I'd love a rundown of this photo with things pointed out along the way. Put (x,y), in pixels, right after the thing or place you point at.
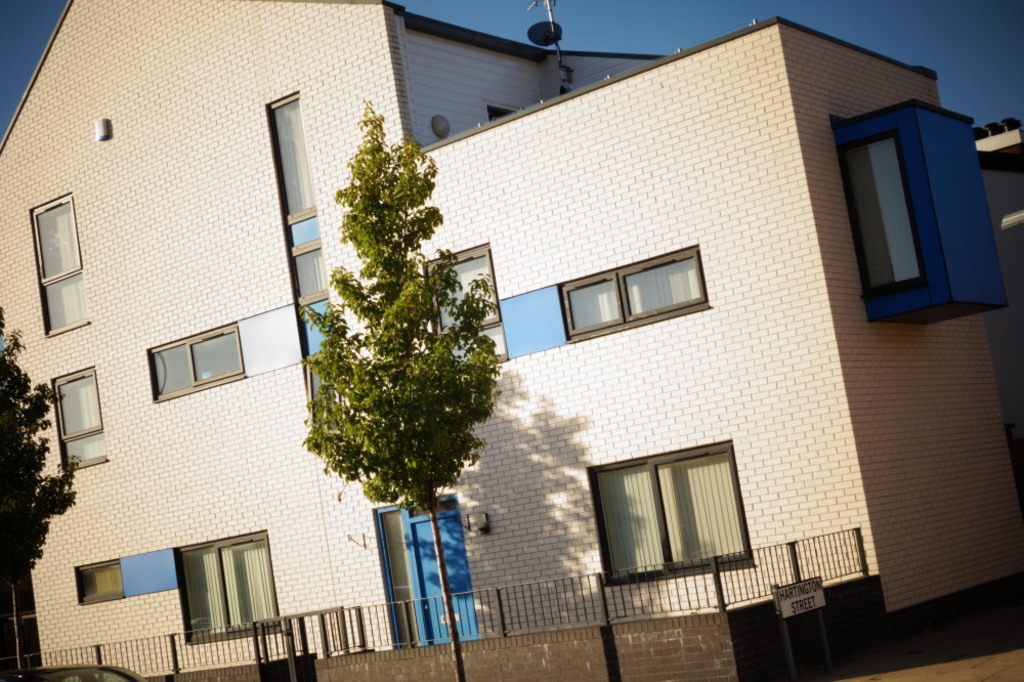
This image consists of a building (340,249) which is in white color. It has a compound wall (529,654) in the bottom (529,654). It has door (417,540) and windows (618,531) to that windows (646,531) there is a window blind (646,533) and there is a tree (405,403) in the middle (409,431) and left side (48,534). There is a car (68,672) in the bottom left corner (28,669). There is sky (655,43) in the top (973,53).
